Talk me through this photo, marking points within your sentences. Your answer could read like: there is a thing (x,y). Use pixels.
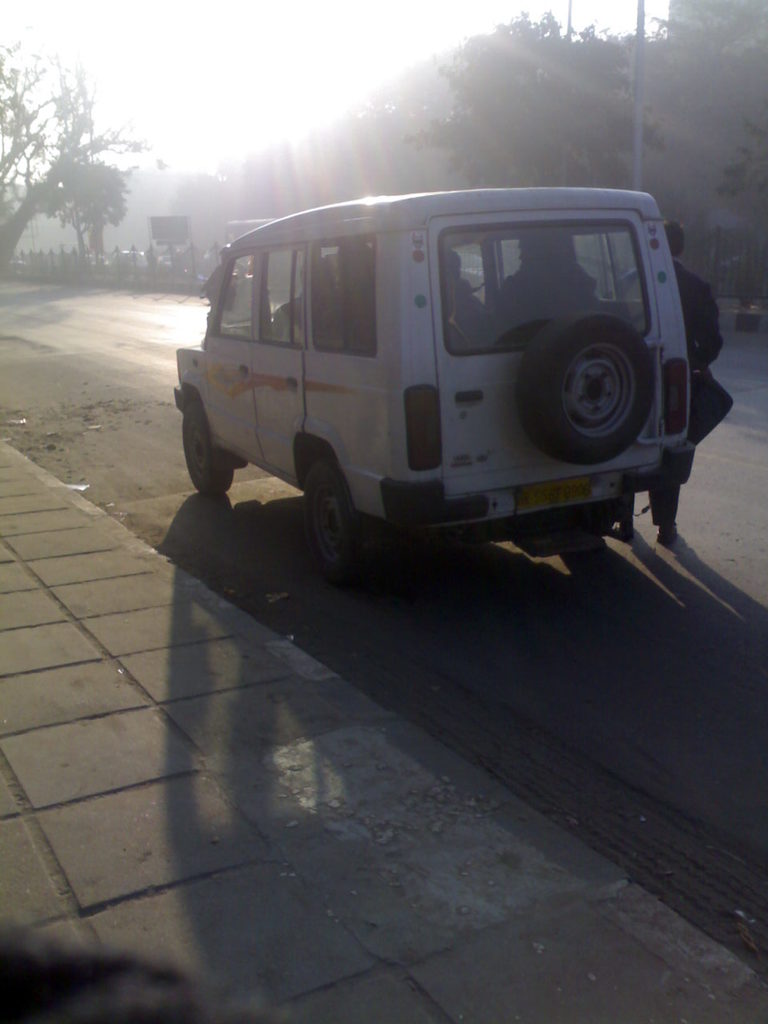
In this image I can see at the bottom (196,792) there is footpath (136,628), in the middle (430,396) there is a vehicle (445,406) in white color. On the right side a man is standing near to this, there are trees (544,117). At the top (489,12) it is the sky (265,67) with the sunlight (247,83).
